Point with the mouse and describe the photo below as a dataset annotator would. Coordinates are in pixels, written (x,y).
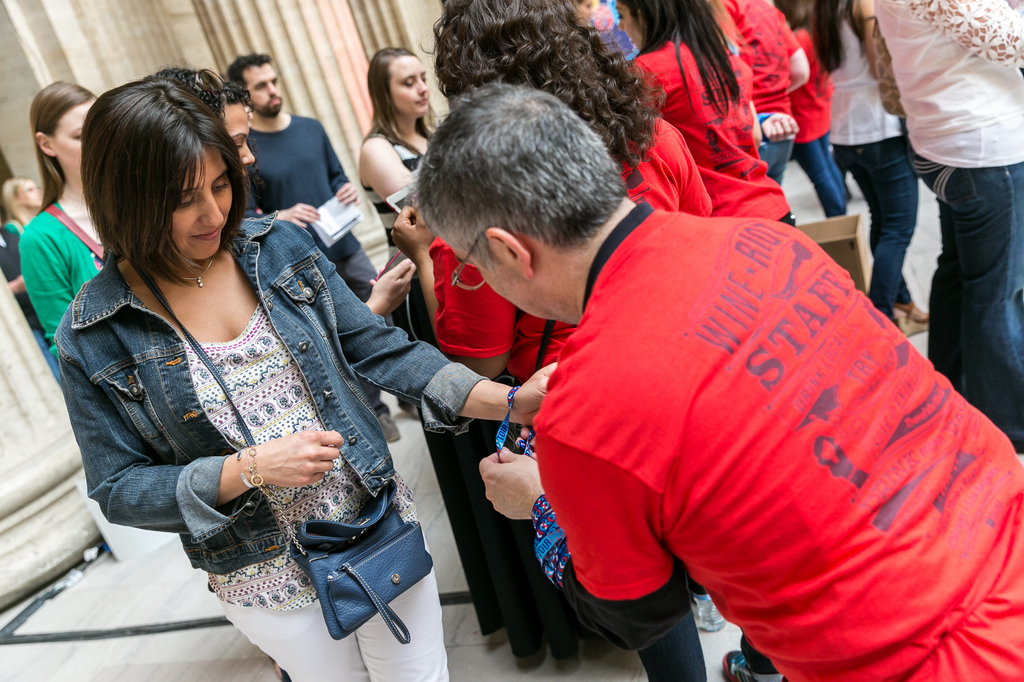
In this image we can see many people (514,218). There is a person (621,301) wearing specs (470,283). He is holding something and tying on the hand (532,411) of a lady (532,411). And the lady (255,331) is wearing a bag (367,562). In the background (223,64) there are pillars (312,53).
